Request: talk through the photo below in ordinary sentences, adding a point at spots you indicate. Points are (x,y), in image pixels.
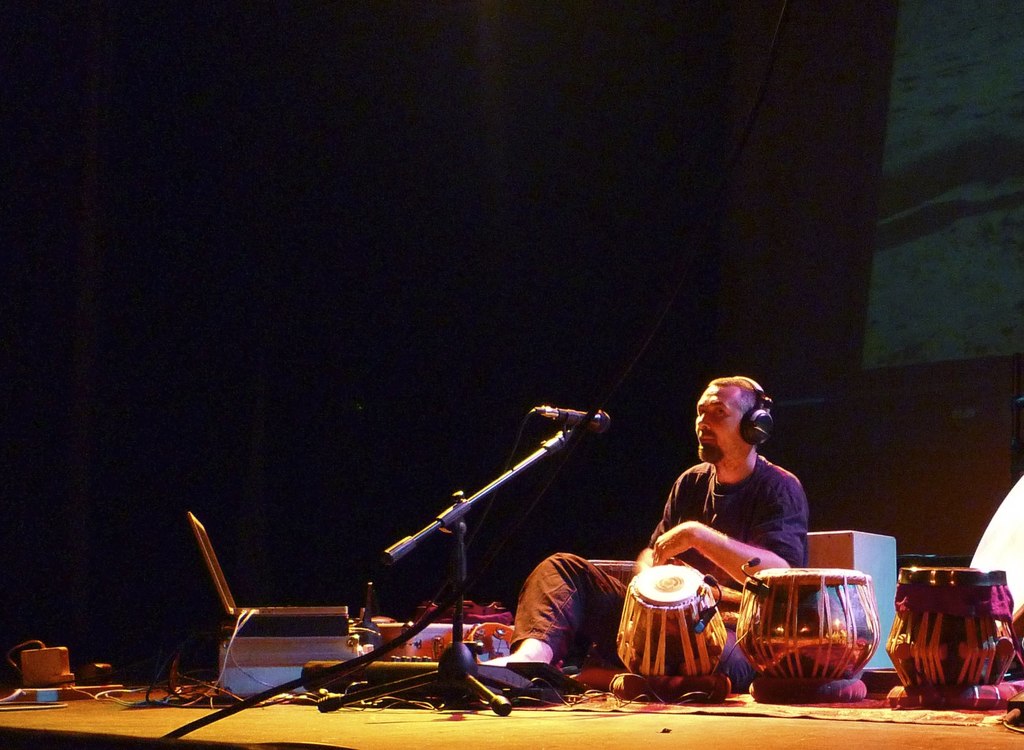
In this image, we can see a person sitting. We can see some musical instruments (935,664), a microphone (458,552) and some devices (357,628) on the ground (529,723). We can also see a dark colored background (477,161).
